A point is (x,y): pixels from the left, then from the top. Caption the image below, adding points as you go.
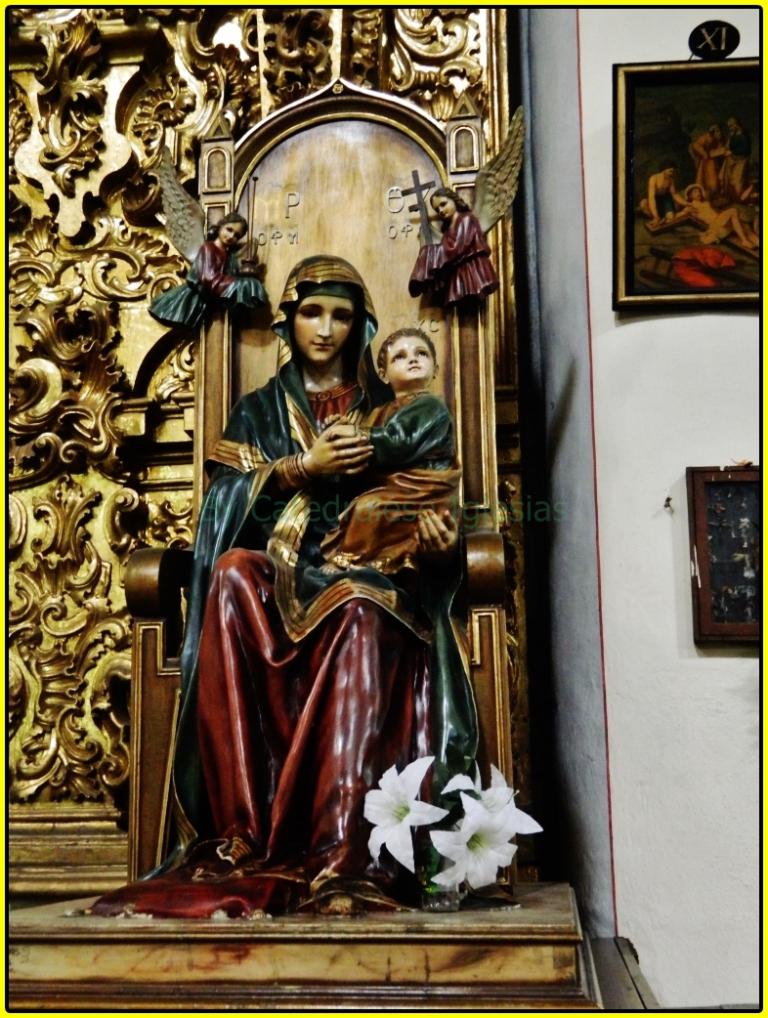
In this image we can see statues (385,521) and wall hangings (679,215) attached to the wall (710,749).
